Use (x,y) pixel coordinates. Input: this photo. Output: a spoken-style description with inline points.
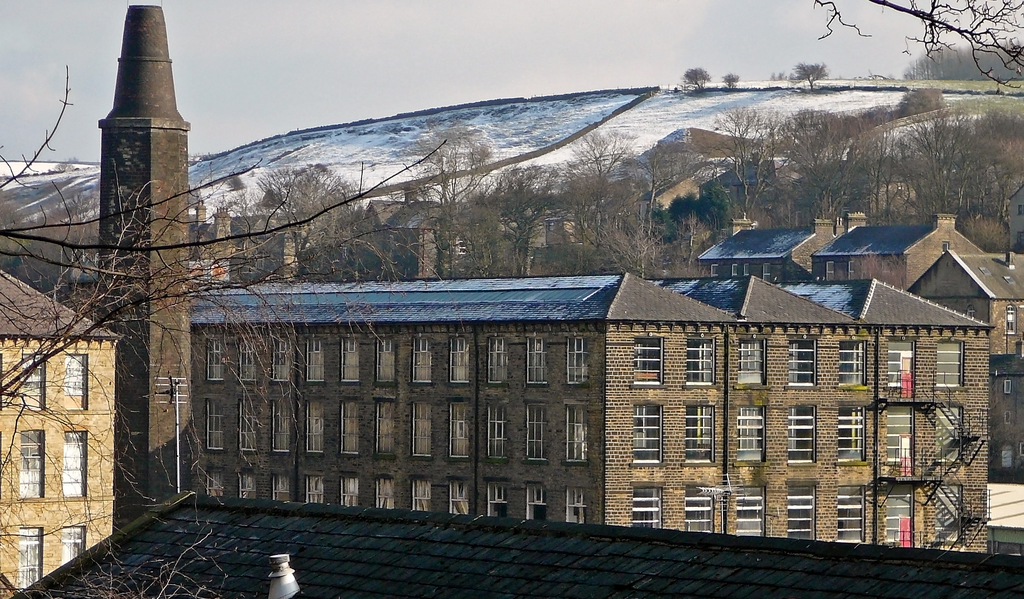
In this picture, we can see a few buildings (637,384) with windows (710,455), and we can see trees (285,188), ground (580,114), and the sky (357,49).
